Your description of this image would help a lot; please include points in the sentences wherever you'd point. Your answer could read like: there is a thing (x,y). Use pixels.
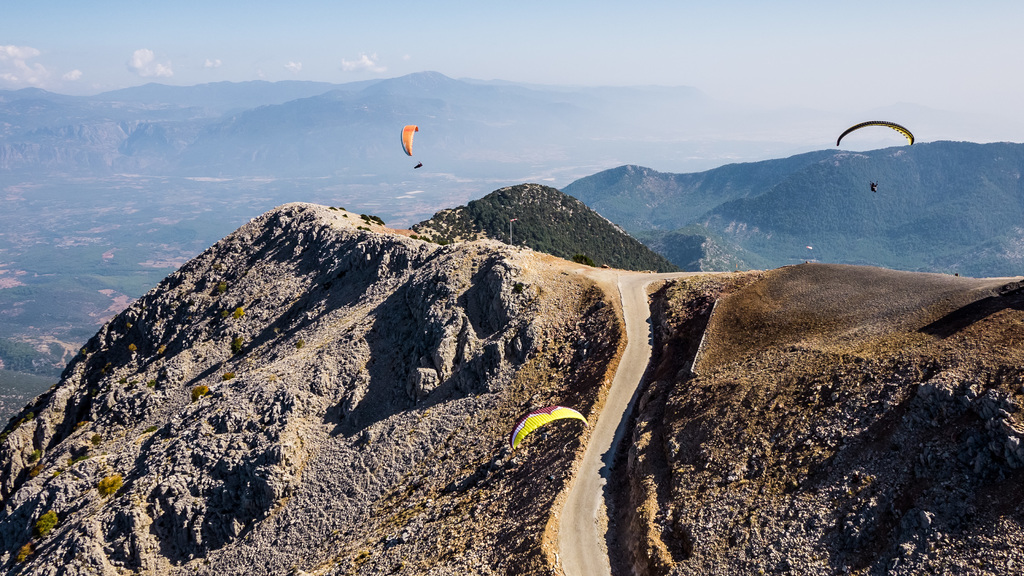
In this image we can see parachutes (521,423), persons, road (640,284), hills (536,261), trees (765,187), sky (774,62) and clouds (140,60).
